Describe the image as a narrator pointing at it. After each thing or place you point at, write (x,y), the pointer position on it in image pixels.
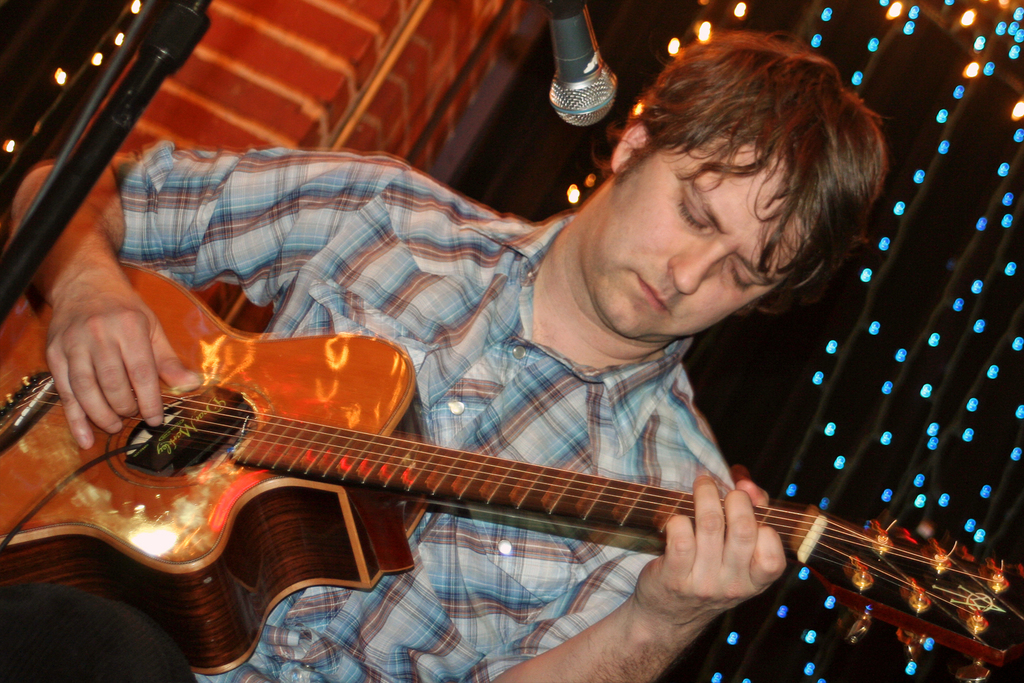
In this image, In the middle (679,327) there is a man (742,482) sitting and he is holding a music instrument (259,335) which is in yellow color, He is sitting below a microphone (563,78) which is in silver color.
